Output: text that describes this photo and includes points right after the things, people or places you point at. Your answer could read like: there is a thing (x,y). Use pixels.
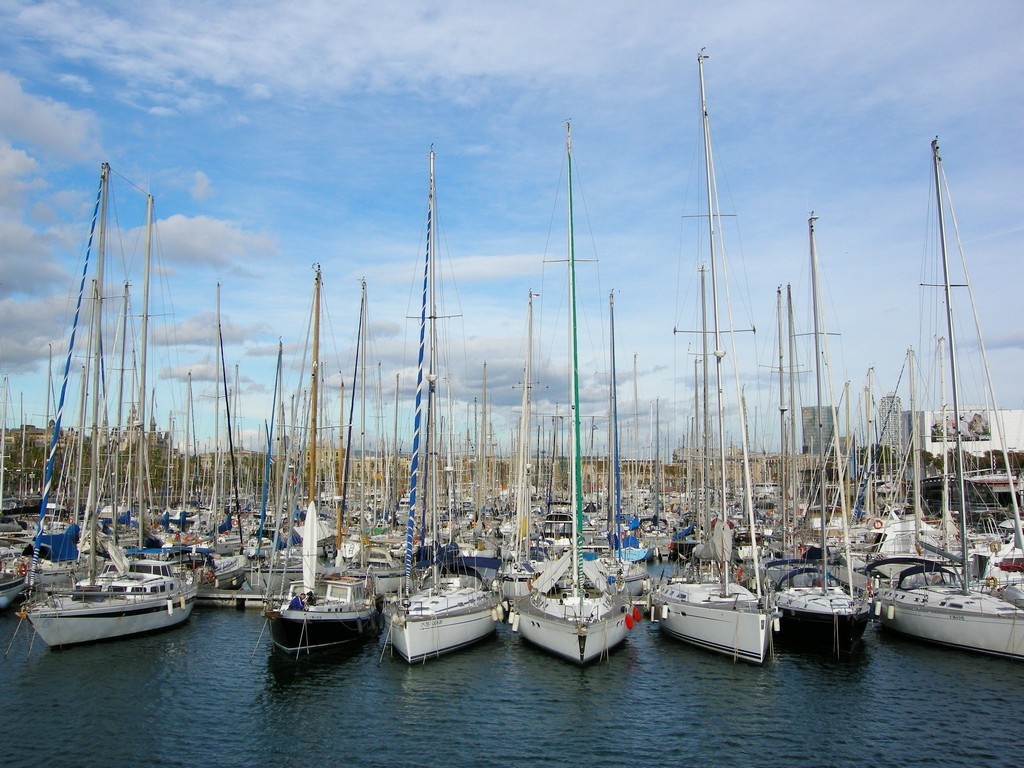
Here we can see ships (587,572) on the water (915,649) and we can see poles (1012,496) with strings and we can see sky (526,237) with clouds (557,16).
